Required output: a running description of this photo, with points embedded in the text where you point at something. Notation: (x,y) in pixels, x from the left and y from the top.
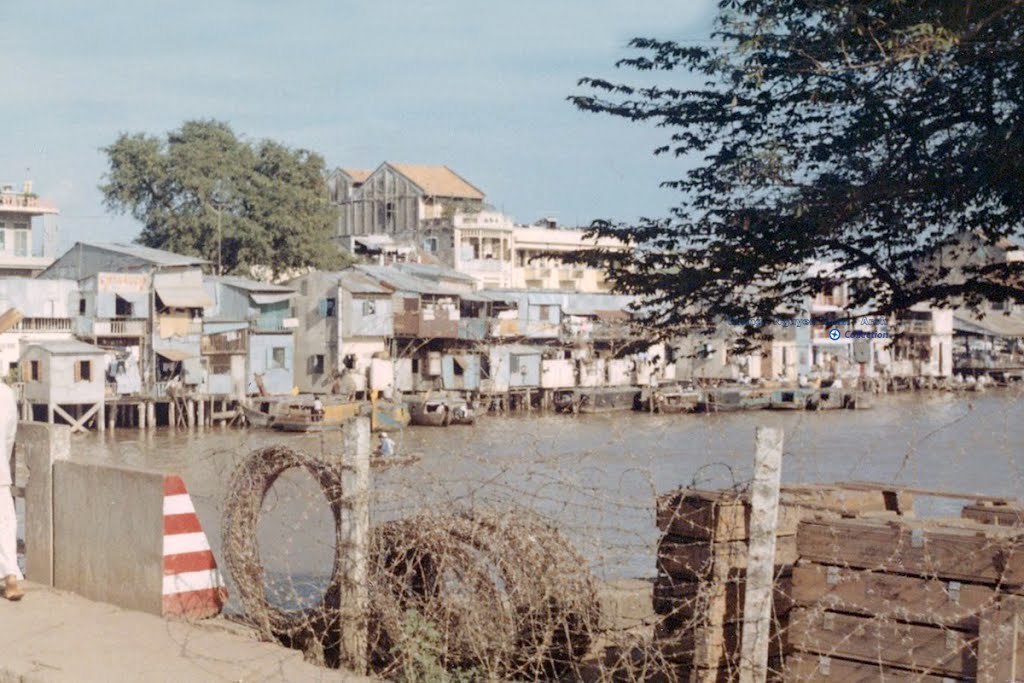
As we can see in the image there is water (617,456), houses (125,310), trees (241,204) and on the top (252,70) there is sky (253,80).
